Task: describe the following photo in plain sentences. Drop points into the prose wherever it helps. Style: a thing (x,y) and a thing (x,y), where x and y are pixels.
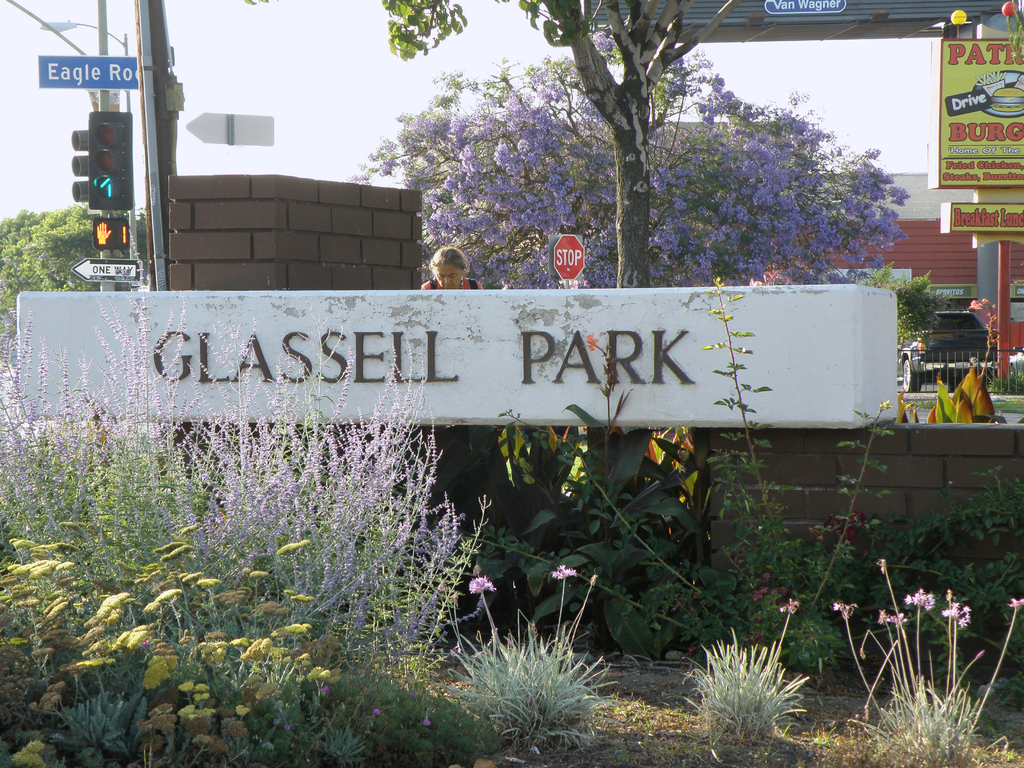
At the bottom of the picture (491,667), we see the grass (560,712) and the plants (517,562) which have flowers (300,499) and these flowers (206,536) are in yellow and violet color. In the middle (398,313), we see a board (205,299) in white color with text (364,380) written as "GLASSELL PARK". Behind that, we see a wall (294,204) and a woman (446,282) is standing. Beside her, we see a traffic board (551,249). On the left side (141,71), we see the poles (151,76), street lights (124,53) and traffic signal (98,241). We see the board (66,65) in white and blue color. On the right side (949,374), we see the railing (959,365), pole (1000,341) and a board (999,106) in yellow color with some text (952,162) written. Behind that, we see a car (979,323) is moving on the road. In the background (750,224), we see a tree (506,172) which has violet flowers (781,208). In the background (919,224), we see a building (916,251) in white and brown color. At the top (764,89), we see the sky (382,94).
